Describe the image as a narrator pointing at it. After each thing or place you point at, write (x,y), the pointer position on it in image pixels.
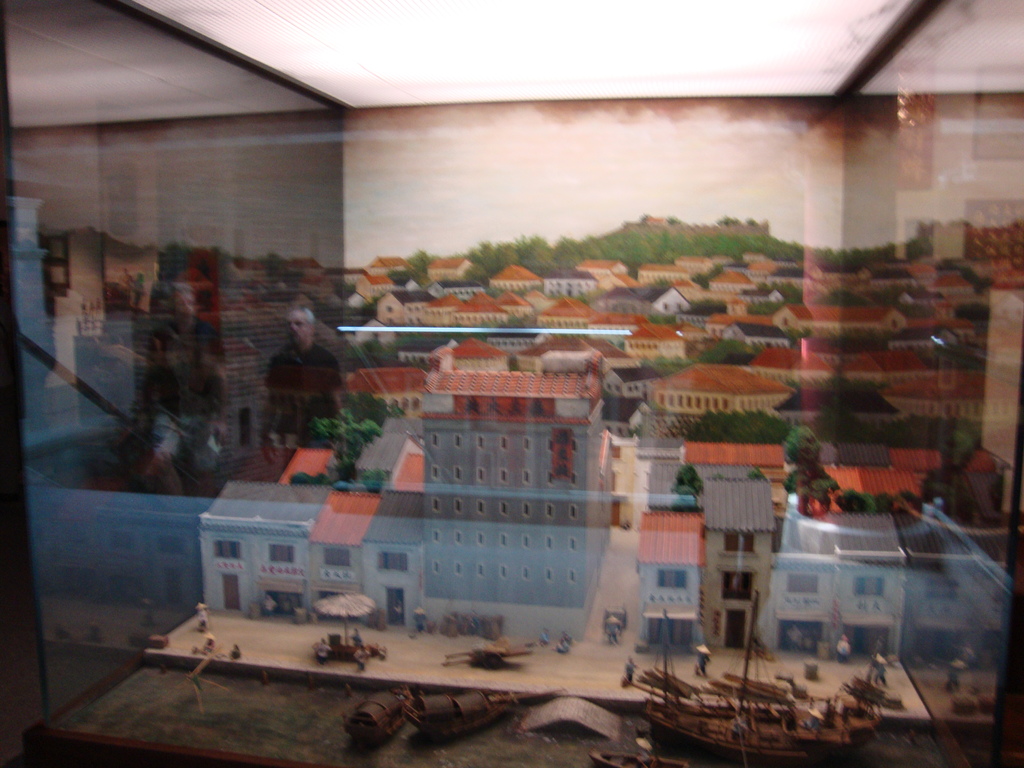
In this picture, there is a miniature art (687,357) in the glass (902,187). In the center (582,282), there are buildings (825,581) with roof-tiles (726,321) and trees (754,430). At the bottom (869,708), there are ships (838,711) and people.
